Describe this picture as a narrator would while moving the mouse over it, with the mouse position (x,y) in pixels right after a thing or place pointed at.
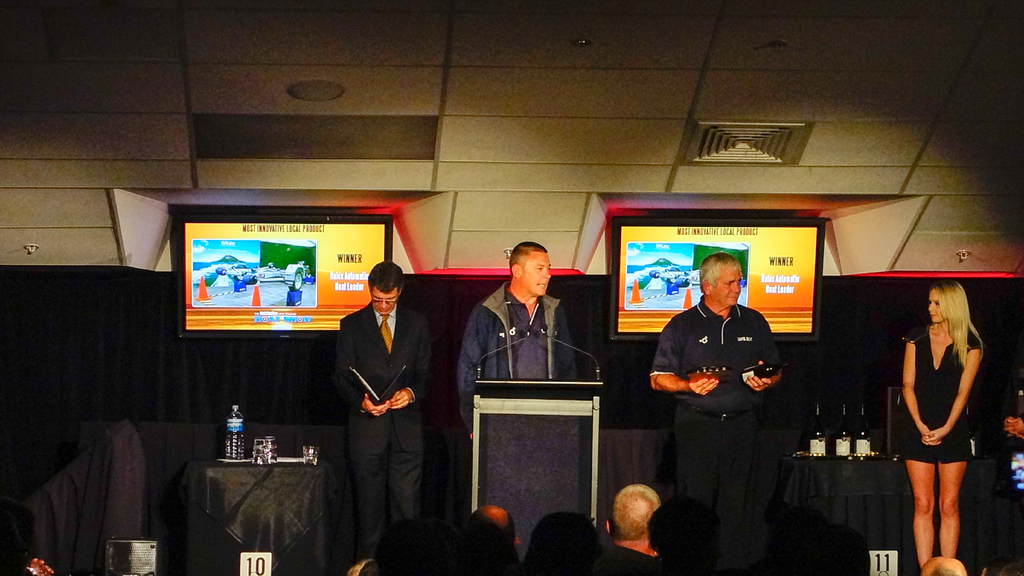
In this picture I can observe a person (498,339) standing in front of the podium (553,396) in the middle of the picture (513,317). I can observe two screens (358,276) behind these members (539,354). On the right side (915,429) I can observe a woman (915,420) standing. In the background (661,405) I can observe black color curtain (846,351).
